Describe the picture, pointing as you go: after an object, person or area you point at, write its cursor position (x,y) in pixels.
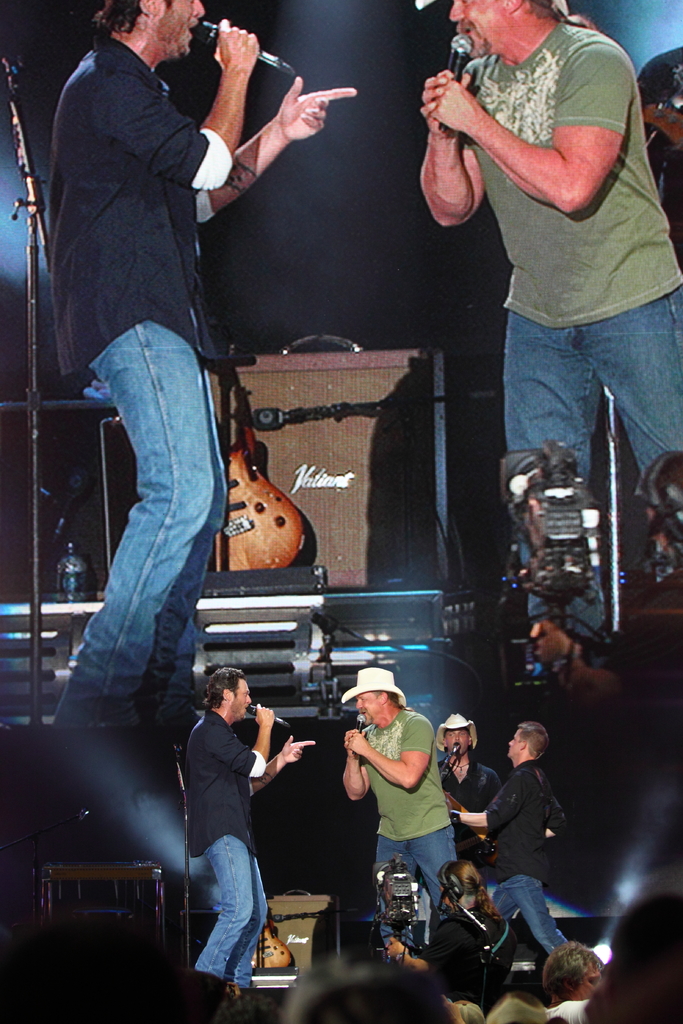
In this picture there are two men (221,699) holding mics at the bottom (249,882). One of the men (218,830) is wearing a black shirt (223,789) and blue jeans (215,858), another man (417,753) is wearing a green T shirt (410,809) and blue jeans (437,839). Behind them there is a guitar (282,957), before them there is a person (471,951) carrying a camera (396,858). At the bottom right (576,972), there are people (652,999). Whatever the image at the bottom (277,716) is seen in the screen (371,83), which is at the top (372,174).
